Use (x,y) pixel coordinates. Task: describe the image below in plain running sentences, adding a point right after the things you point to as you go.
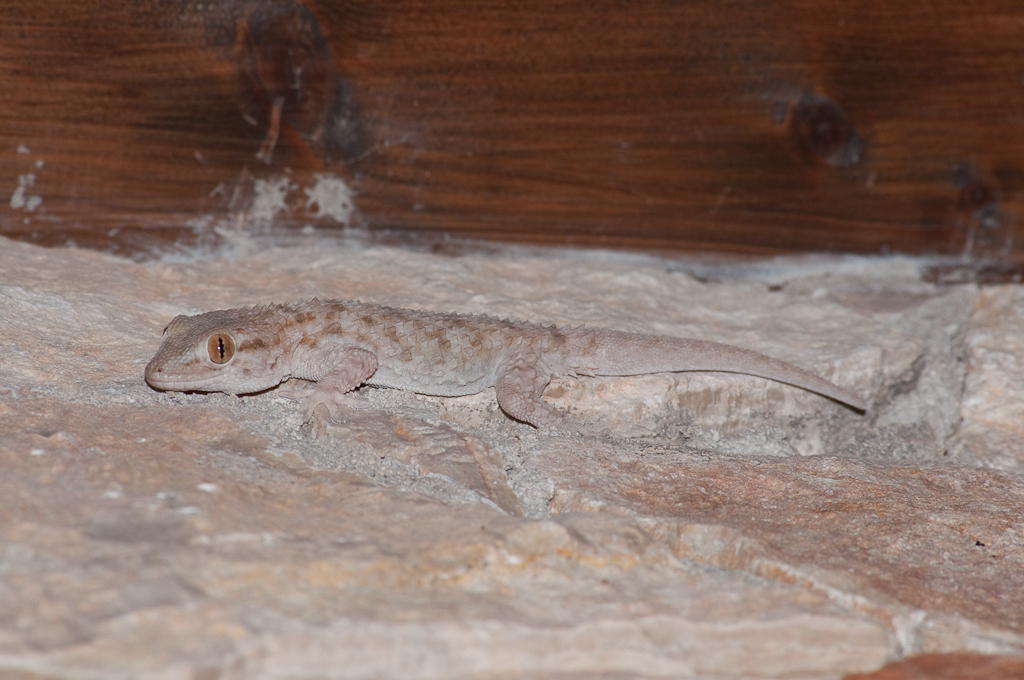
This picture contains a lizard (597,339). It is on the rock (553,460). In the background (70,82), we see a wall (430,137) in brown color.
